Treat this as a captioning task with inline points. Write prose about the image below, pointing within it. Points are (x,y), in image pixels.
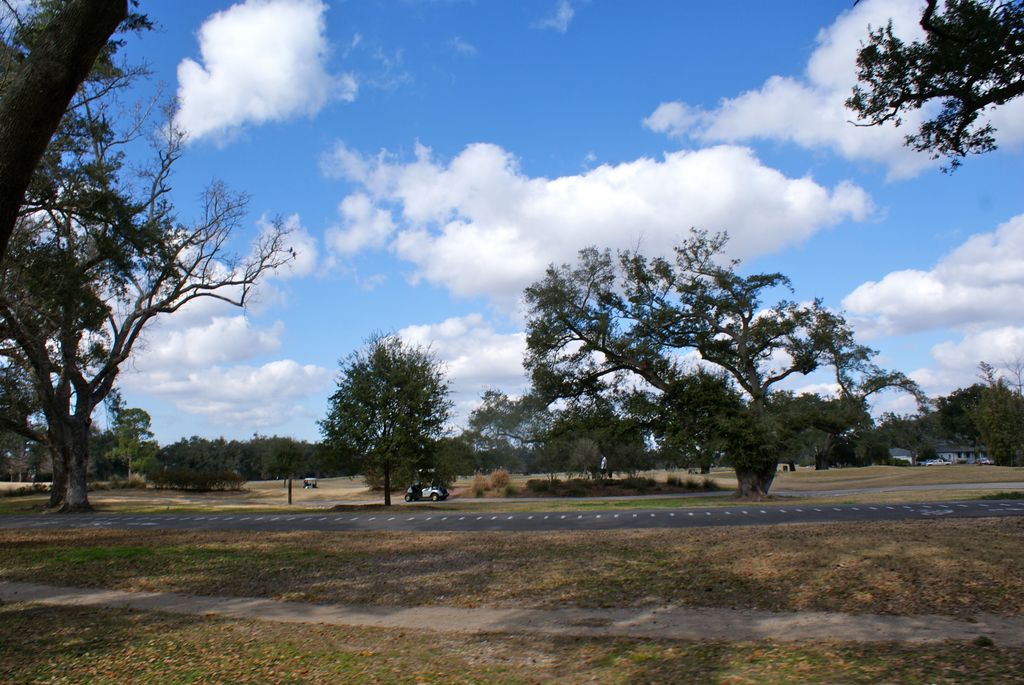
In this image, we can see some grass (426,575), plants (511,485). There are a few trees (411,476). We can see a person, a vehicle (428,491). We can also see the ground (423,528) with an object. There are a few houses (953,440). We can see the sky (349,349) with clouds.
